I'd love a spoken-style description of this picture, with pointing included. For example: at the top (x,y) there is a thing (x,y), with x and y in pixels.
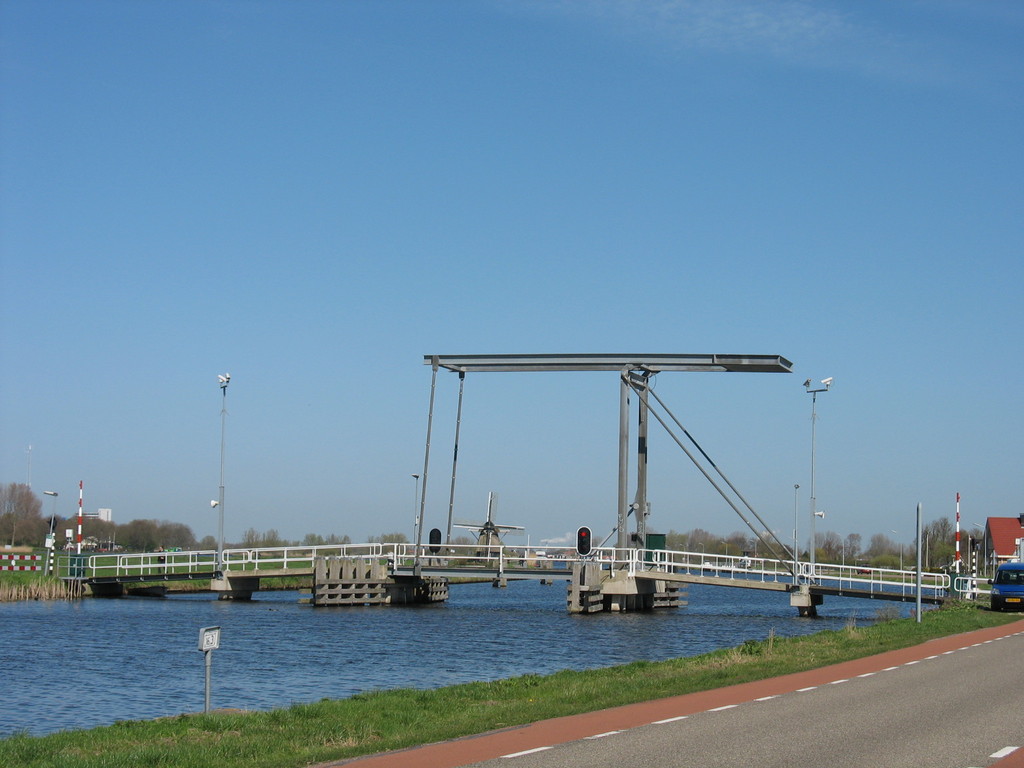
This picture is clicked outside the city. At the bottom of the picture (771,740), we see the road (796,726) and the grass (362,737). In the middle of the picture (645,405), we see a bridge (442,589) and poles (221,513). Under the bridge (555,576), we see water (179,656). On the right side (1012,609), we see a car (995,592) which is parked on the road (1014,628). In the background (19,487), we see trees (143,537) and a building (999,527) with a red color roof (1014,528). At the top of the picture (420,142), we see the sky (518,171), which is blue in color.
